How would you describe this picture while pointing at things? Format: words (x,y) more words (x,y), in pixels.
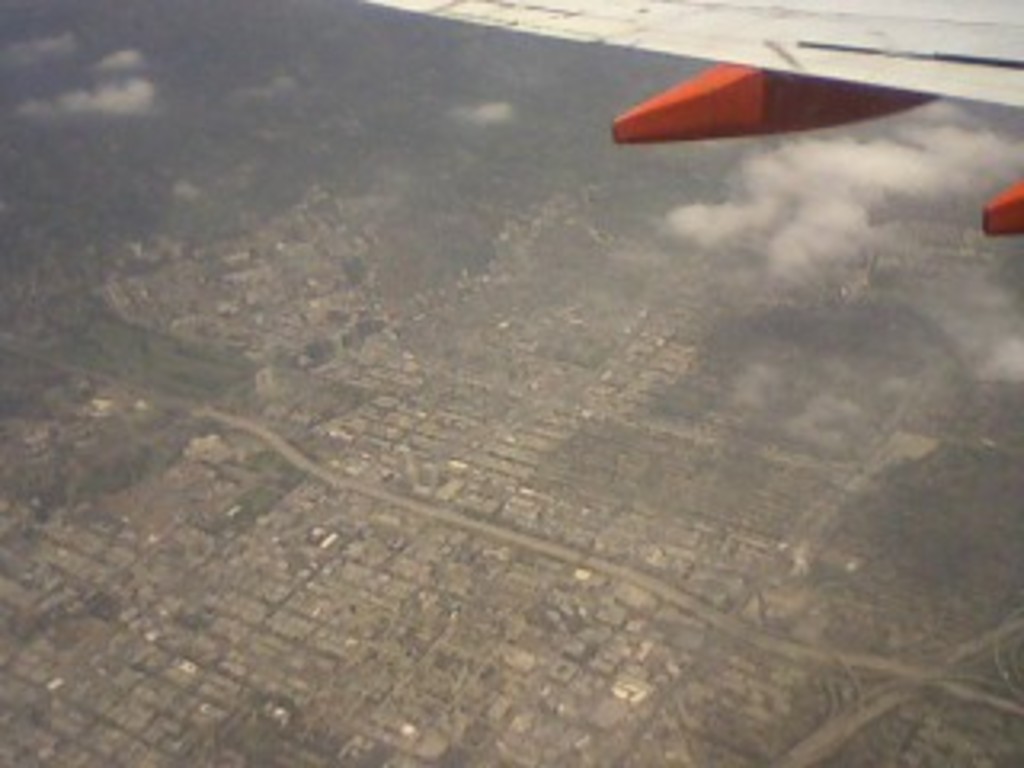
This picture shows a top view from a plane (718,50) and we see buildings (327,419).
